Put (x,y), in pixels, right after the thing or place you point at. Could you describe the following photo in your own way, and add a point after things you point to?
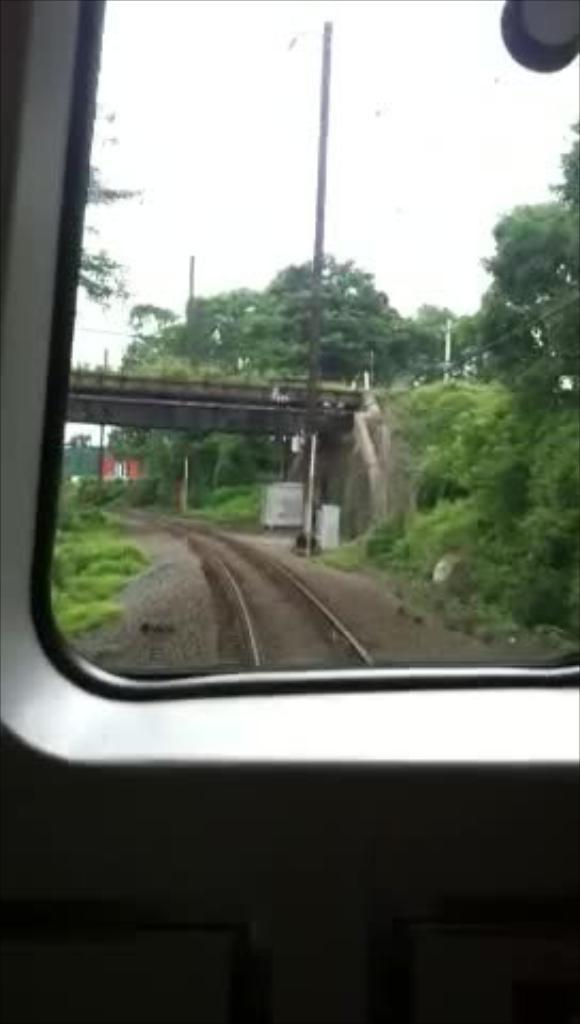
The picture is taken from a window (47,691) of a train (298,764), where we can see, trees (276,374), it seems like a bridge (261,404), railway track (252,641) and the sky (436,178) in the background (383,153).
